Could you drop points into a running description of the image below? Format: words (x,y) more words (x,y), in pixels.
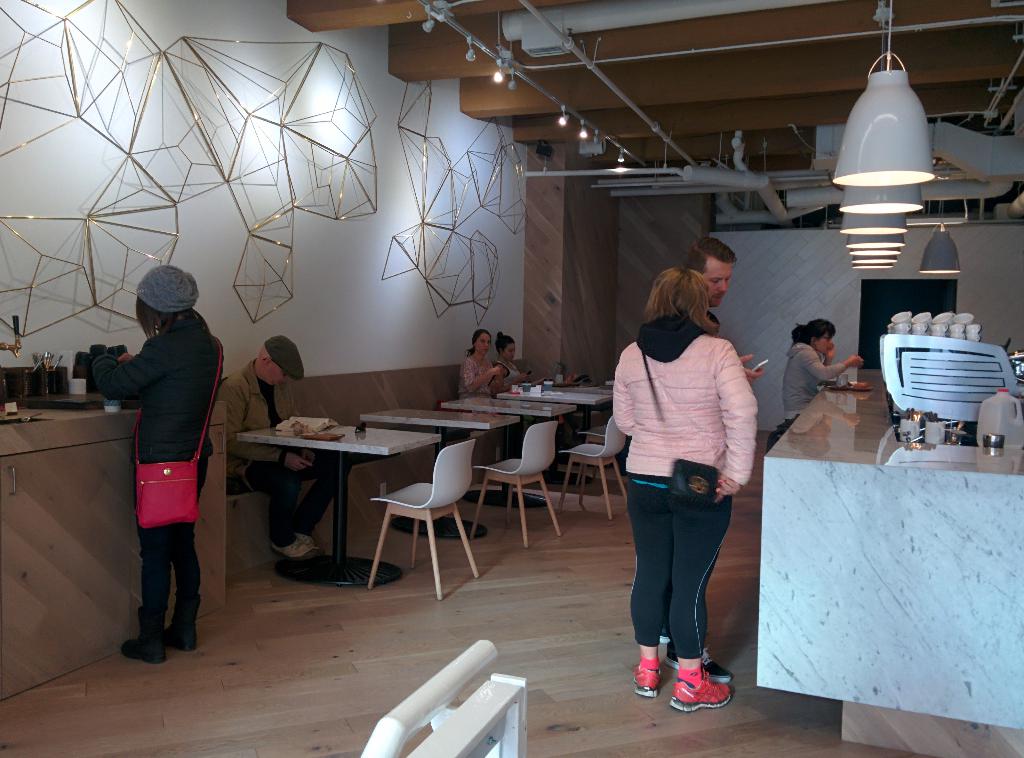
Here we can see some people (142,622) standing here and there and some people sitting on chairs (542,429) with tables (546,406) in front of them we can see lights (859,174) on the right side (880,159).
